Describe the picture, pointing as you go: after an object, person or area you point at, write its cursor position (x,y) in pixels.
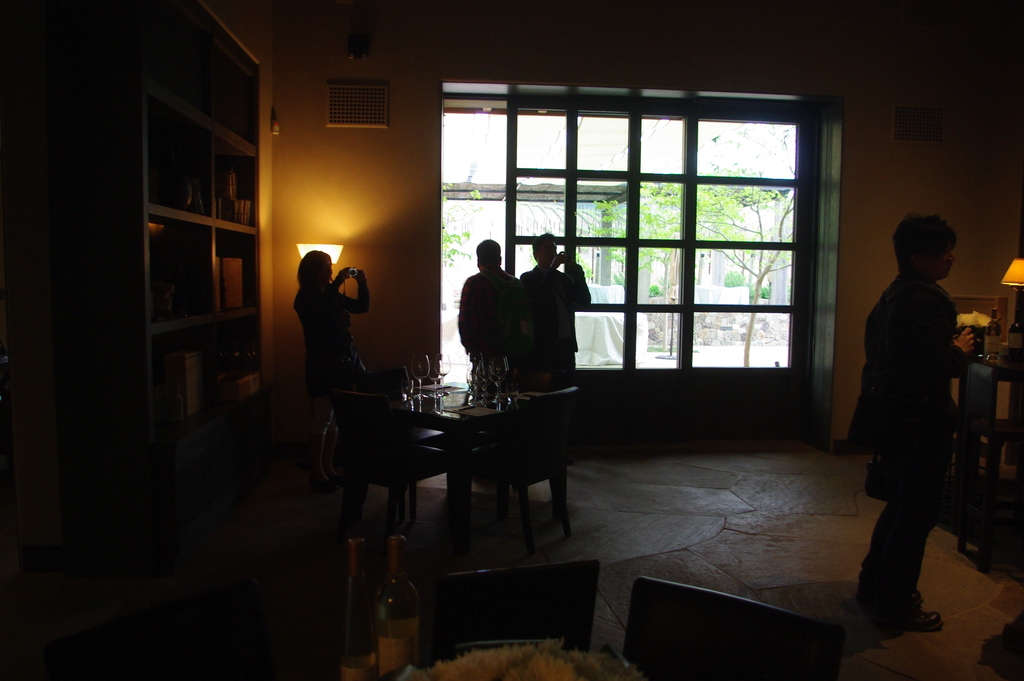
The picture is taken in a closed room (811,353) where four people (879,441) are there standing in a room (603,473), at the right corner of the picture (884,454) one person (928,434) is standing and in the left corner of the picture (323,347) one woman (342,320) is standing and taking pictures, behind her there is a big wooden shelf (177,64) and the outside of the building (372,283) there are trees (755,277) and inside there are chairs (440,449) and table (449,446) where glasses (443,389) are placed on it.
